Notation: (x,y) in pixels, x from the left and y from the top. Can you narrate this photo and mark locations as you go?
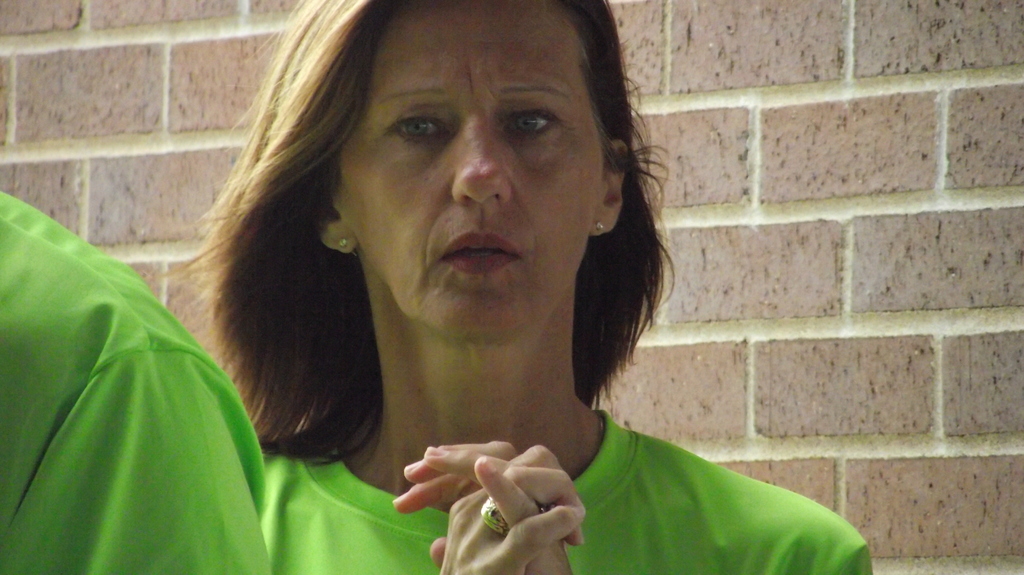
In this image we can see there is a lady (475,242) standing, in front of the lady (376,424) there is another person (90,495). In the background (702,217) there is a wall (799,391) with red bricks (780,315).
